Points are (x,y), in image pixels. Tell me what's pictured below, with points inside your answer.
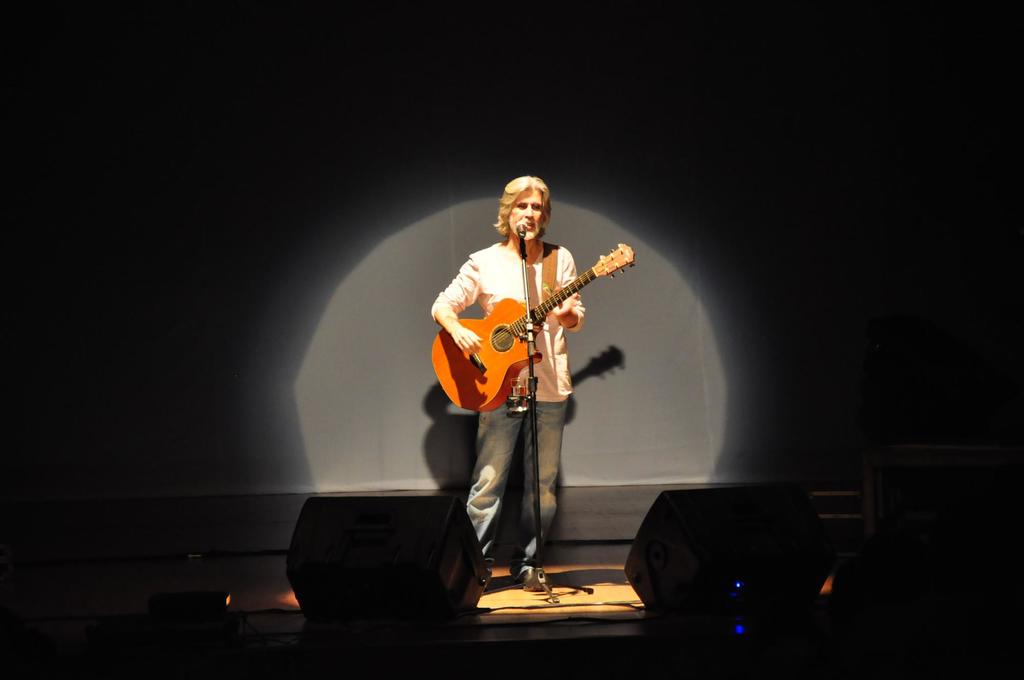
there is a person (549,347) playing guitar (464,354) with the microphone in front of him.
